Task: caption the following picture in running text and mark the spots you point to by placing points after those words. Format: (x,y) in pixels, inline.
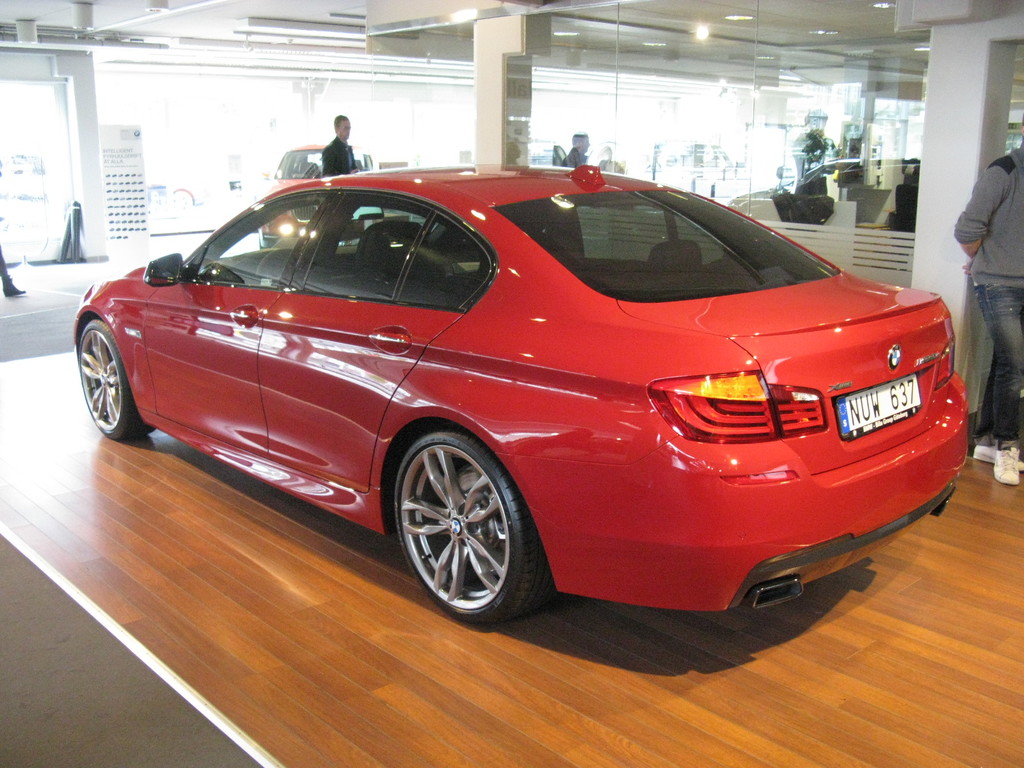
In the center of the image (372,334) there is a car (387,336). On the right side of the image (974,279) a man (978,266) is standing at the pillar (944,237). In the background (342,149) there is a glass wall (726,127), a man (327,148) and car (306,155).
